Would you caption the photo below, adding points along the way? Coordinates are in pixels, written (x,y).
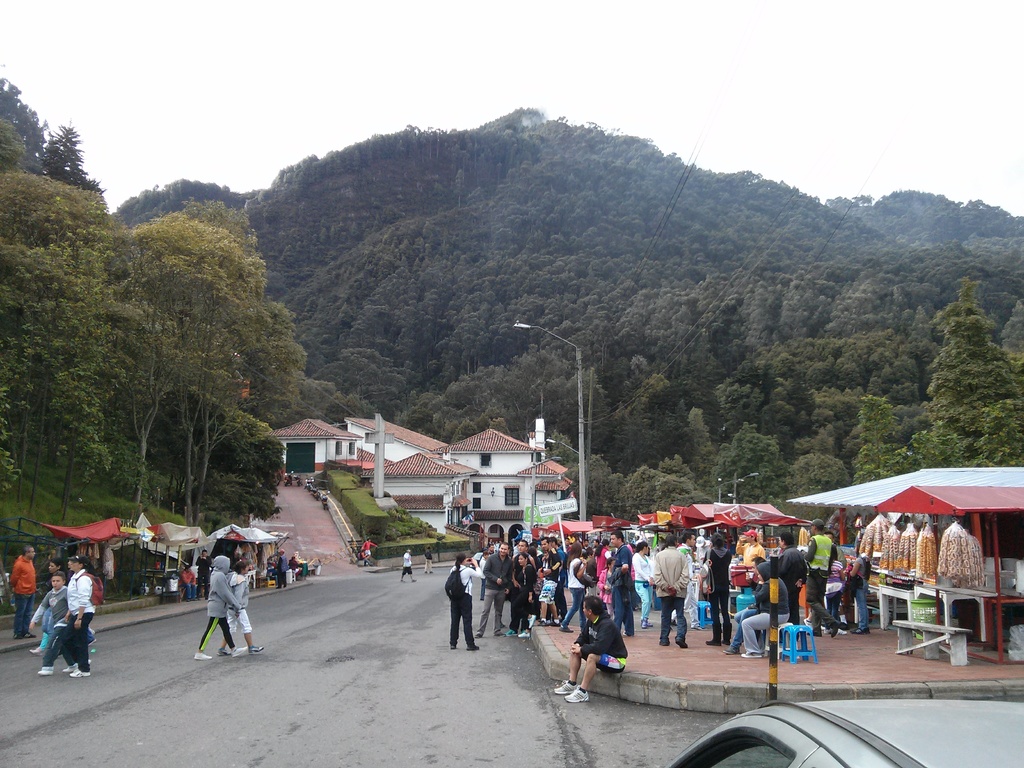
In this image, we can see the road (532,747) and there are some people (752,649) standing on the path (551,640), we can see some people (221,585) walking, there is a shop (607,517), we can see homes (440,497), there are some trees (577,426) and at the top (848,79) there is a sky (523,37).
